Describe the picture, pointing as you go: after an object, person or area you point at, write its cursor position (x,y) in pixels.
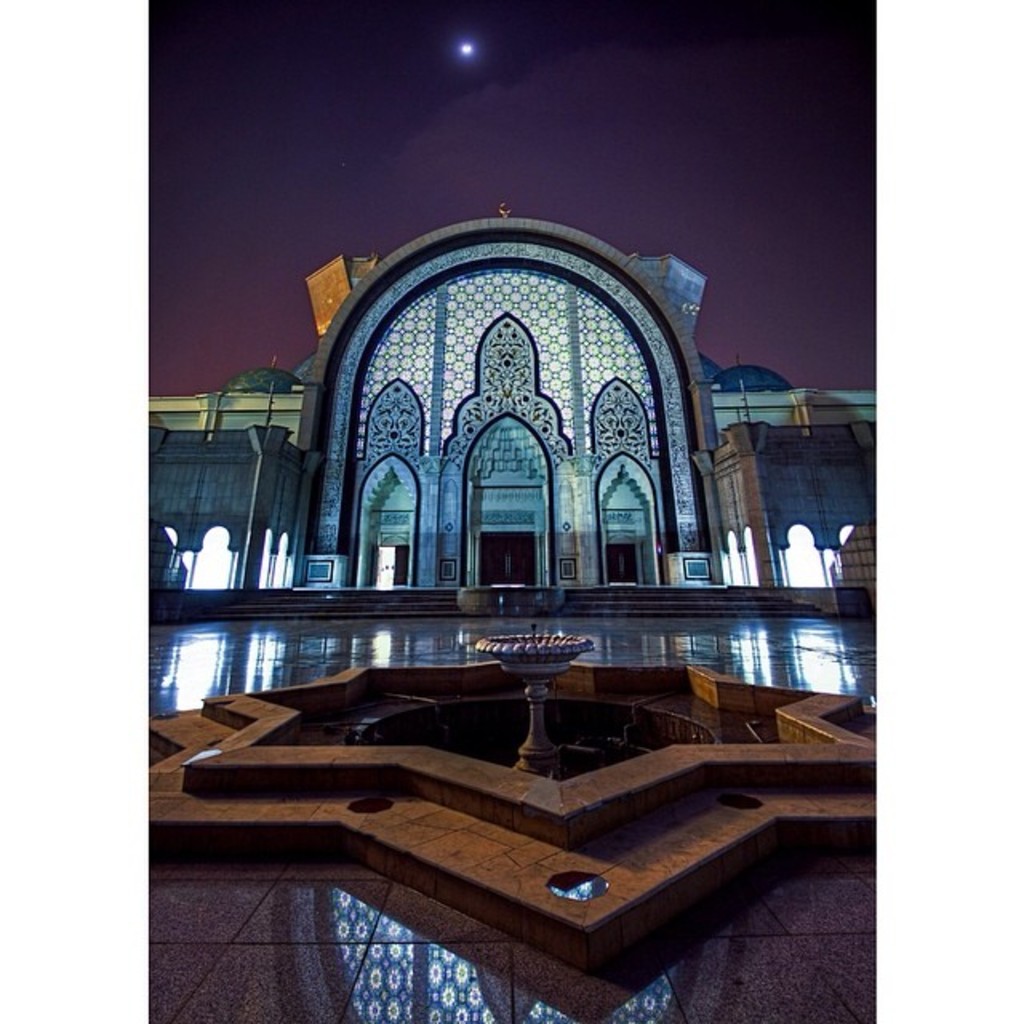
In the foreground of this image (608,820), there is a fountain (488,809) on the tile (366,989). In the background (392,513), there is a building (626,536). On the top (660,104), there is a dark sky (648,174) and a moon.
